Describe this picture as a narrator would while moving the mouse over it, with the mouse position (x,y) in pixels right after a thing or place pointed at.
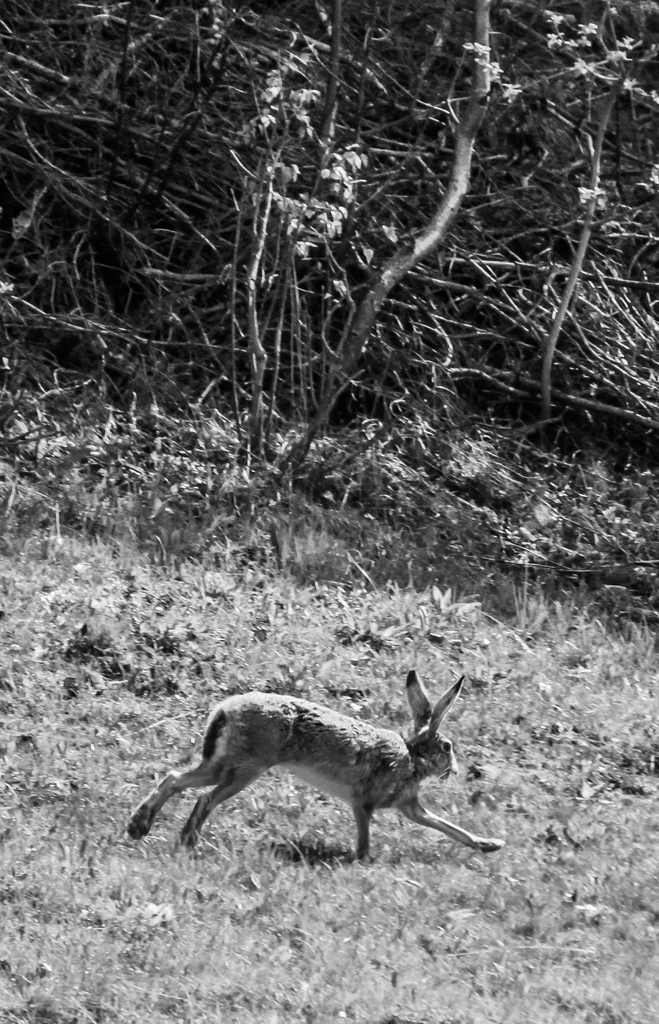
In this image I can see an animal (245,782) on the grass (290,812). In the background (299,341) I can see many trees (235,296). And this is a black and white image.
